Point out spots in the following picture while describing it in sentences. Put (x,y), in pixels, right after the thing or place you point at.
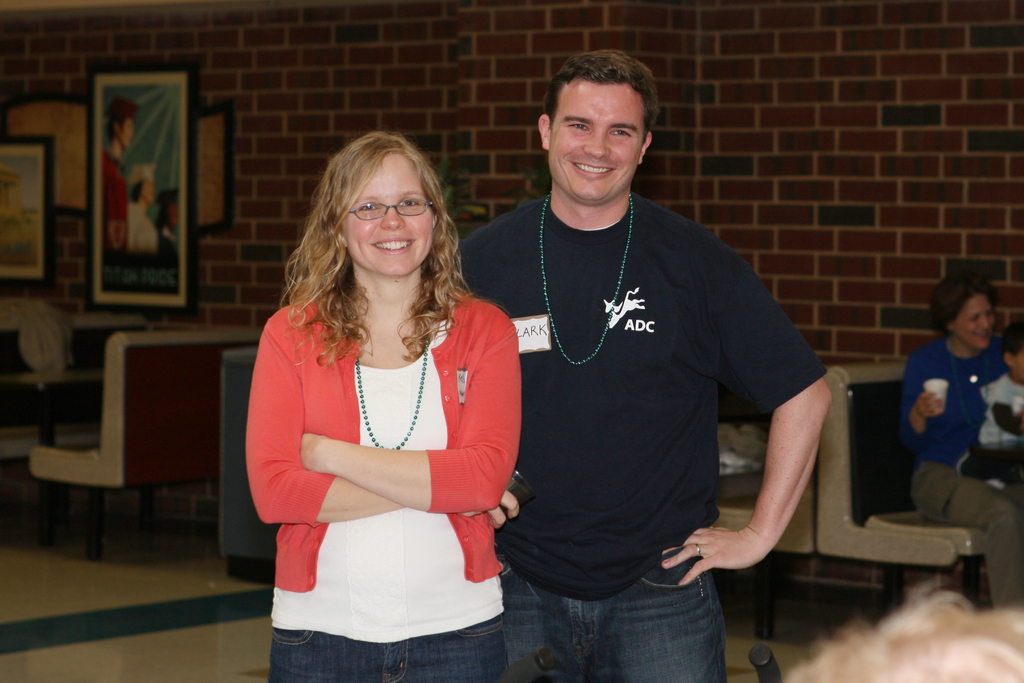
In the middle of the picture (512,318) I can see two persons (502,286) are standing and smiling by looking at the straight. In the background of the image (198,354) I can see sofas (874,478). On the right side of the image (949,361) I can see one lady (959,377) with small children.
